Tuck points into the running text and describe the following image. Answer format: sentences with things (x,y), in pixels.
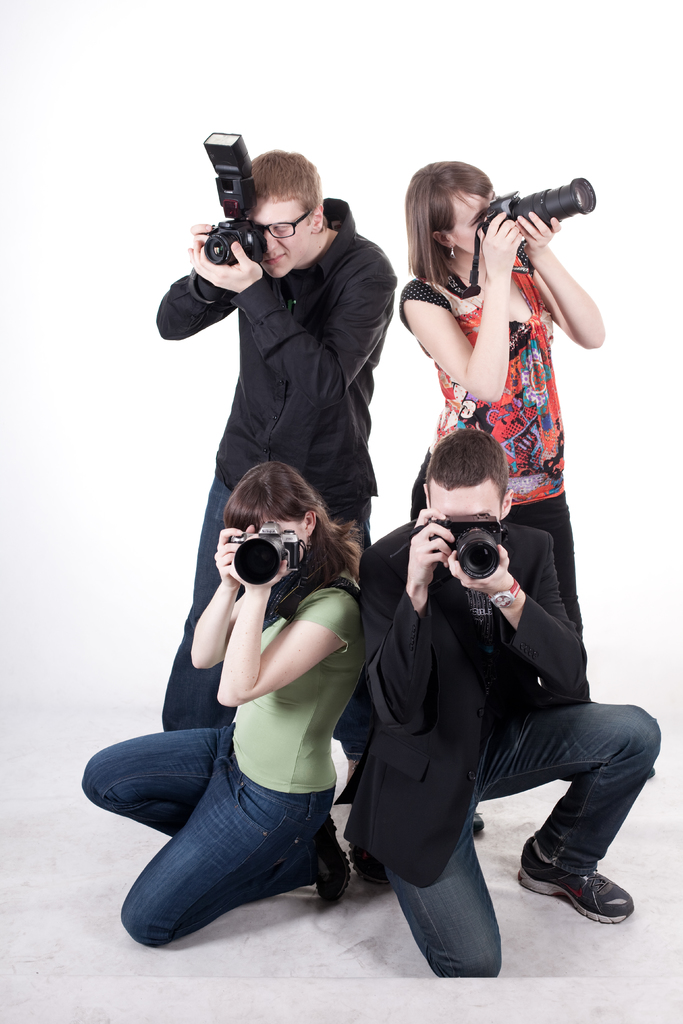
In the middle of the image (283,519) there are four people (443,464) holding cameras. In the background of the image (633,454) it is in white color.
